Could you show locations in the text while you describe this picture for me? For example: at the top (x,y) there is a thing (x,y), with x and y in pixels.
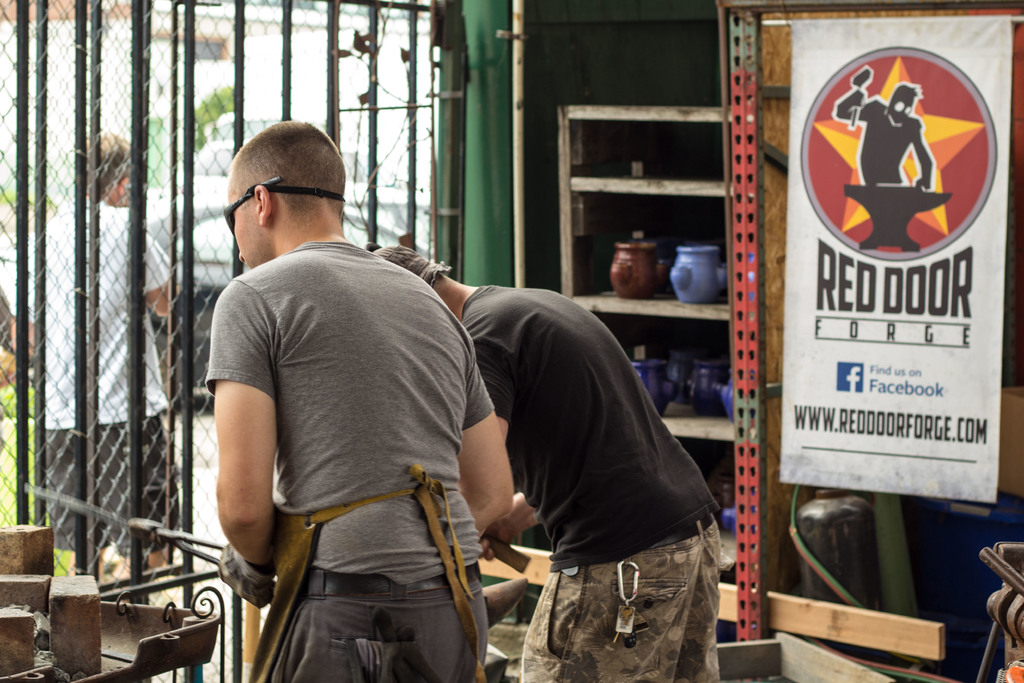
The picture is looking like it is a warehouse (665,494). In the foreground of the picture (471,423) there are two men (304,641), bricks (86,603), tools (156,538), iron frame (762,185), rack (756,171), poster (856,390), wooden objects (786,610), pots (635,263) and other things (979,598). Towards left (206,93) we can see grills (136,150), outside the grills (131,170) there are cars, people (110,139), trees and building (231,44).
